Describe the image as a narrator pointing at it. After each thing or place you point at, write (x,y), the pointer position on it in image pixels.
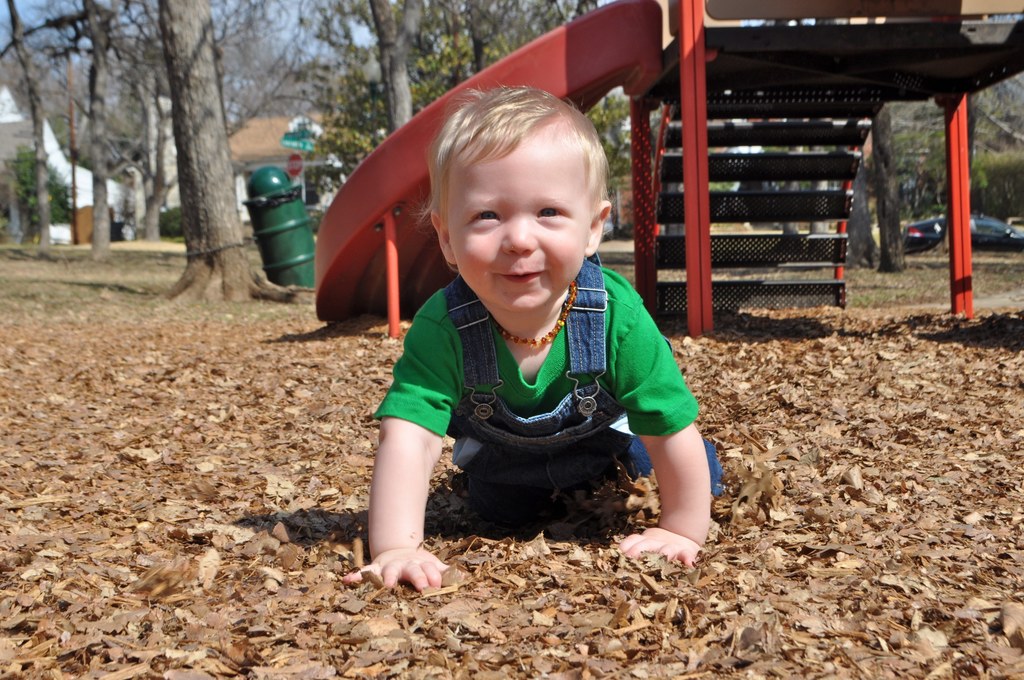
In the picture we can see a baby boy (676,535) crawling on the dried leaf surface (517,554) and behind him we can see a playground object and beside it, we can see a tree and a dustbin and in the background (106,58) surroundings, we can see a car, some trees (97,43) and some houses (272,124) and behind it we can see a part of the sky (72,35) from the trees (436,95).
